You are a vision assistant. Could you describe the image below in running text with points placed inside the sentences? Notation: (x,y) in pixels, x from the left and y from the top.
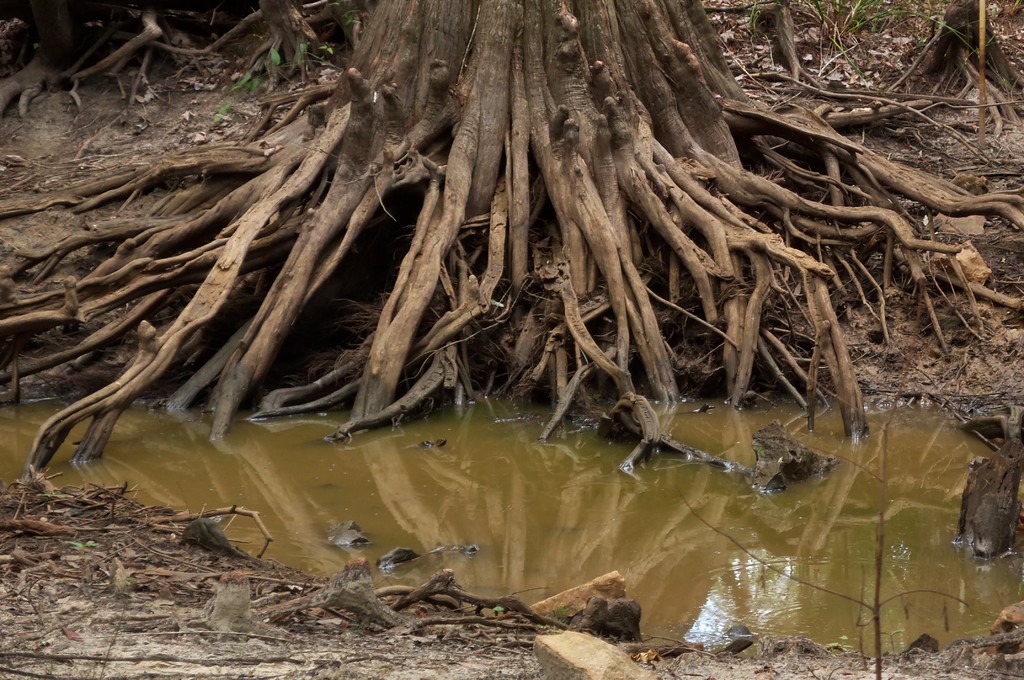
In this image we can see roots (695,260) of a tree (733,317). At the bottom (426,479) there is water (641,479) and we can see twigs (173,515).
